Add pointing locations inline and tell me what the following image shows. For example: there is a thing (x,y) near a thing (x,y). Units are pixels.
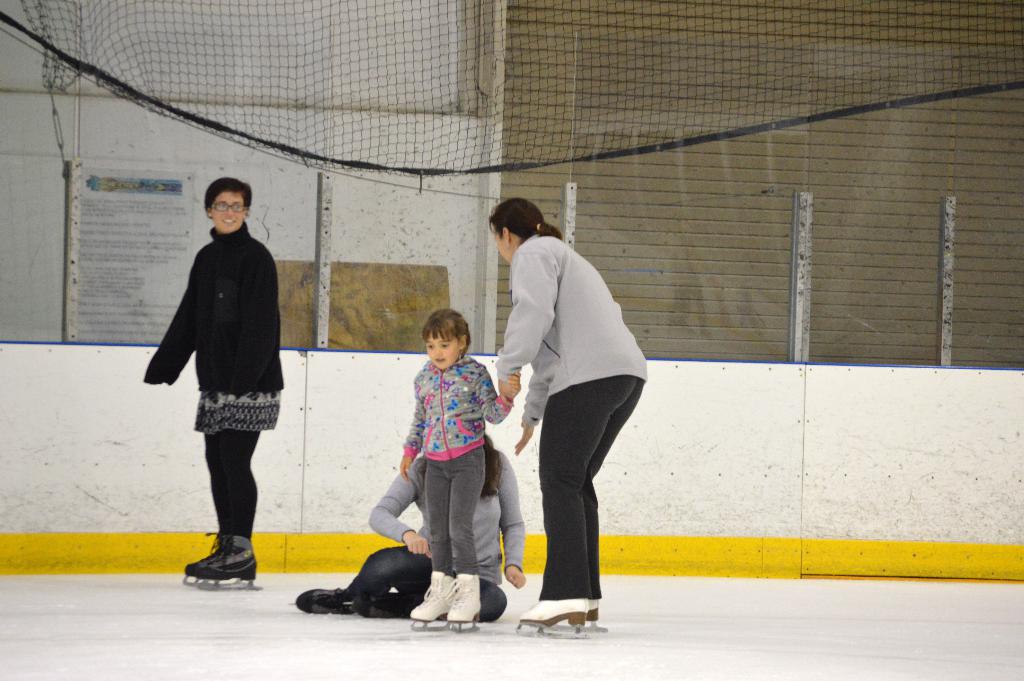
At the bottom of the image (252,596) there is a white floor (235,594). At the left side of the image (235,481) there is a lady (235,481) with black dress (224,259) is standing and to her legs (236,526) there are skates (225,578). In the middle of the image (436,381) there is a girl (470,386) with colorful jacket (437,437) is standing and also there are skates (462,602) to her legs (439,518). Beside the girl (444,504) there is a lady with grey jacket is standing and she is having skates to her legs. Behind the girl (469,490) there is another lady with grey jacket (482,563) is sitting on the floor (444,626). Behind them there is a small wall (943,402). To the top of the image (537,104) there is a net (320,113). And in the background (525,147) there is a wall (266,183) with posters (147,277) and another slatted wall (827,231).
